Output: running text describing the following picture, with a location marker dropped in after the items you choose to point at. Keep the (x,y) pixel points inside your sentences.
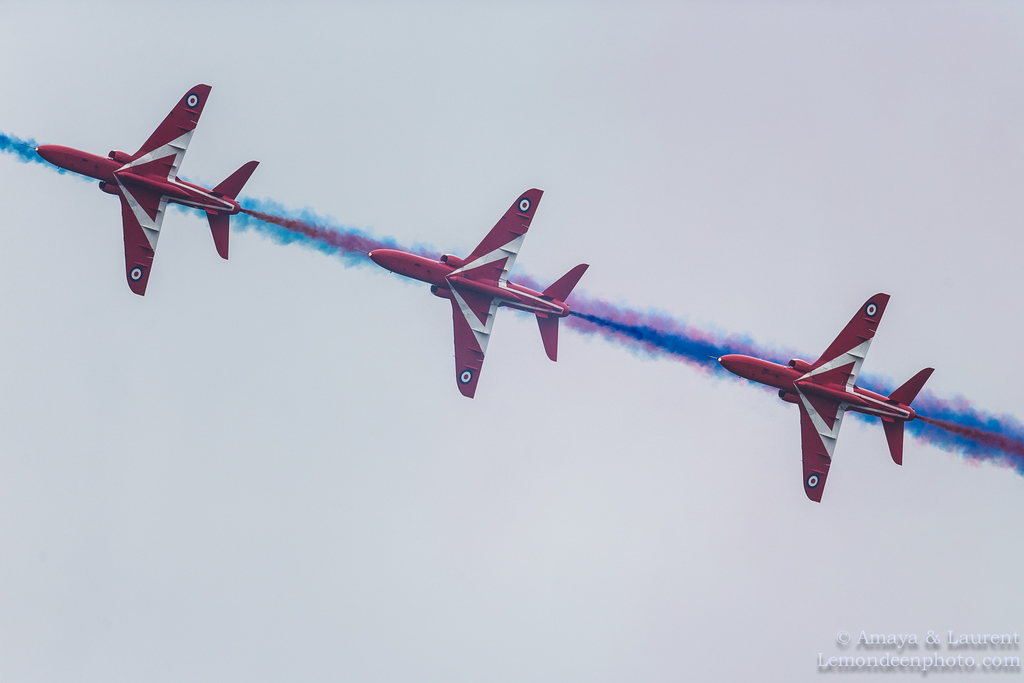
In this picture we can see three jet planes (794,400) flying in the air (374,279), we can see smoke (332,241) here, in the background (480,159) there is the sky (866,523), at the right bottom (909,637) we can see some text (866,641).
